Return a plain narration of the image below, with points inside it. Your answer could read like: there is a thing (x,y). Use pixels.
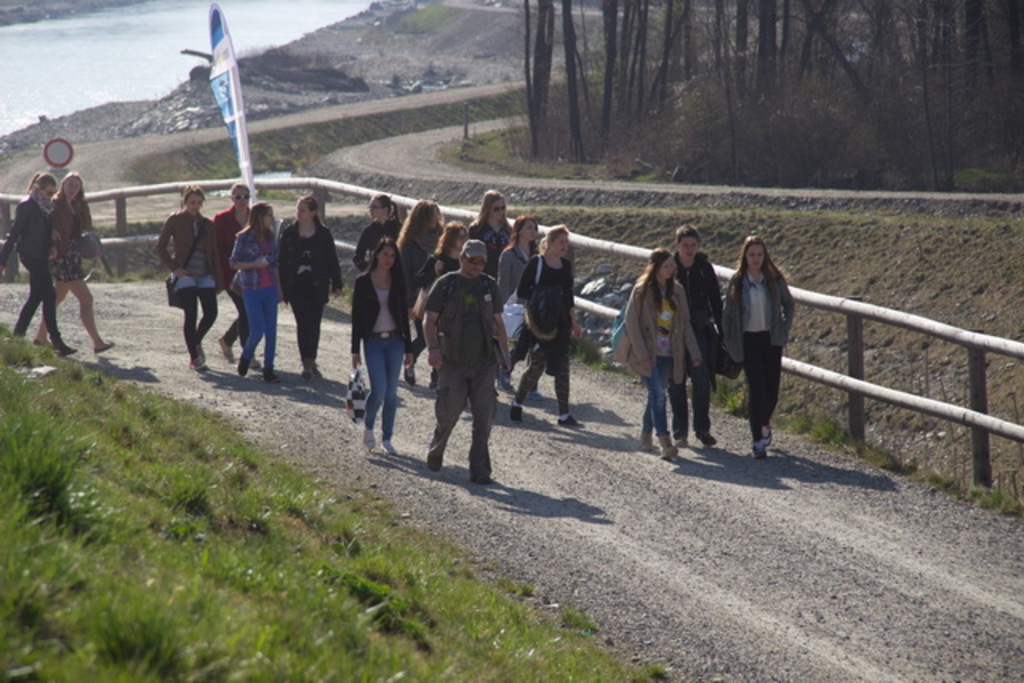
In the image we can see there are people (374,323) walking on the road (525,457) and the ground (381,532) is covered with grass (262,143). Behind there are trees (574,101) and there is water (203,27).
